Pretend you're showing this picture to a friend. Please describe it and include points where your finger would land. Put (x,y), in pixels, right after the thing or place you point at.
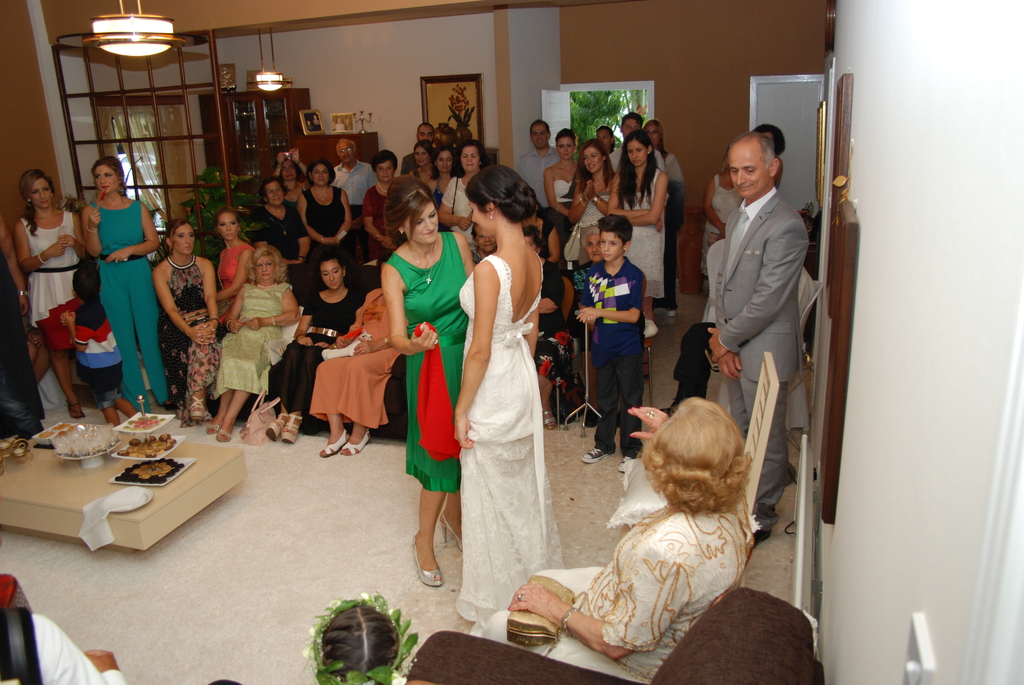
In this picture we can see some of the woman (243,350) sitting on sofa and some of the women (287,258) are standing on the back side (383,167), here in the middle (430,275) two women (467,382) standing and looking at each other, on the right side of the image (728,268) man (748,276) looking at a woman (426,307), on the left top corner of the image (146,31) we can see a light (160,39), in background (327,36) there is a wall (380,55) and we can see a portrait (427,83).
